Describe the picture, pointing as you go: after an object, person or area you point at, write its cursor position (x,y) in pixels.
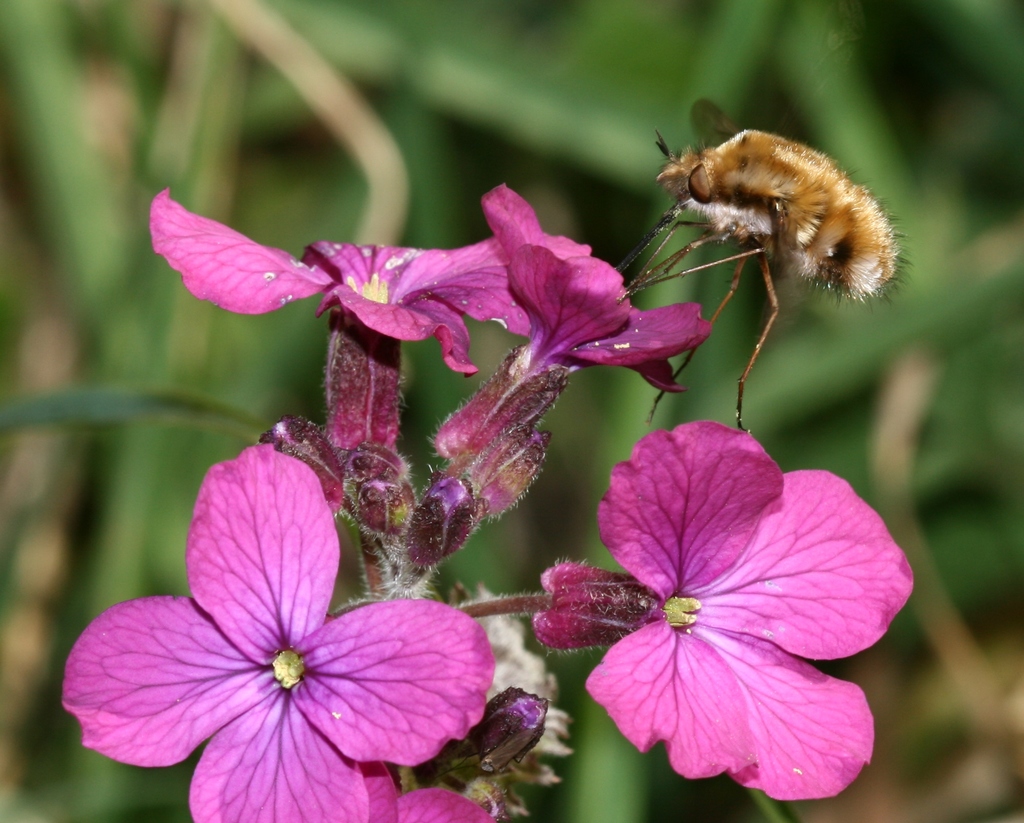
In this picture we can see an insect (738,161), flowers (629,505) and in the background (454,40) we can see leaves (820,85) and it is blurry.
